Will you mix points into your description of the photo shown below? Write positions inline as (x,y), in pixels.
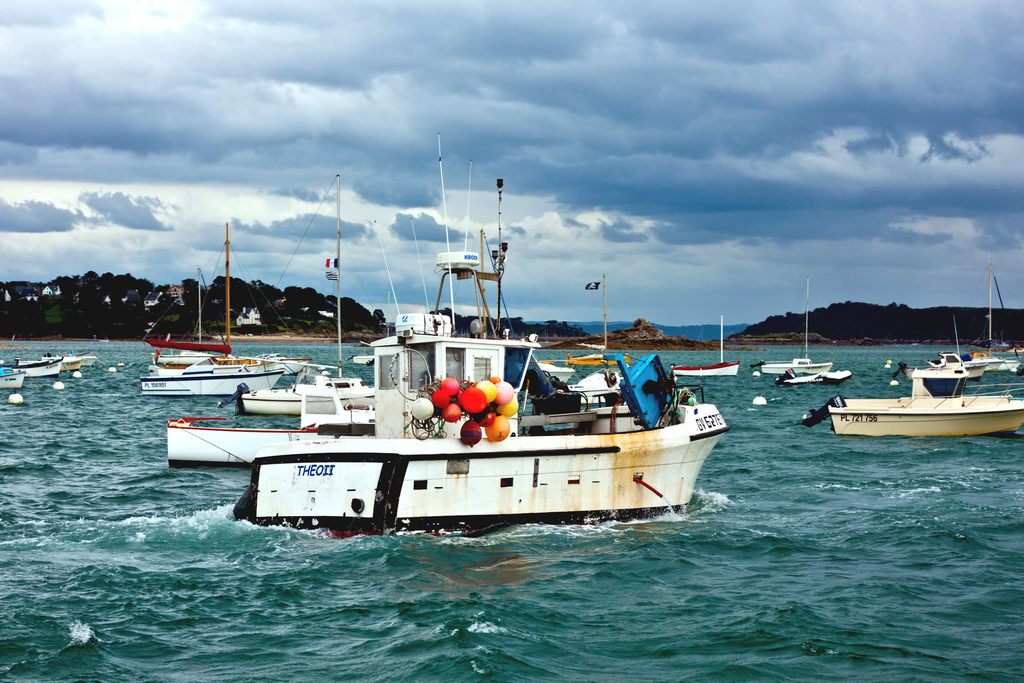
There are white color boats (447,362) on the water (949,446). In the background (847,314), there are mountains (119,288) and there are clouds (499,52) in the sky (483,199).
